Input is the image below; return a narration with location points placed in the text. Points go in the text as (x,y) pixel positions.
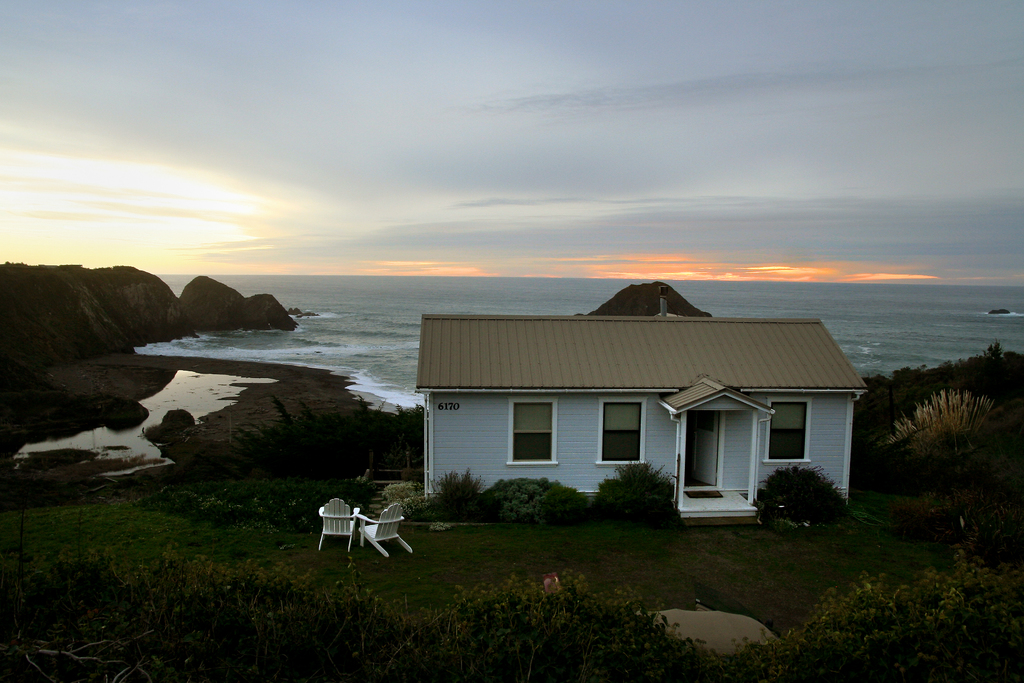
In this image we can see house (580,461), chairs (338,505), water (328,345), hills (242,312), sky (455,175) and clouds (502,252).
